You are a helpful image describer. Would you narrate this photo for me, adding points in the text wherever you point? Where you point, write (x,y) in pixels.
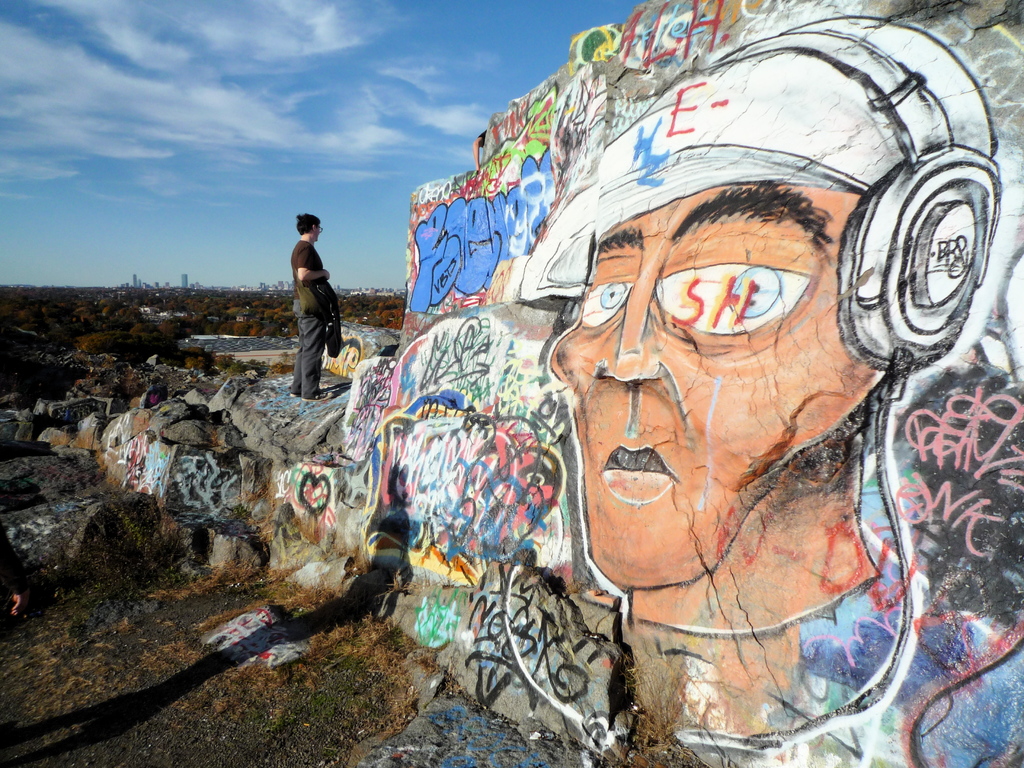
This is the man (308,279) standing on the rock (306,422). This looks like a painting (501,432) on the wall (941,525). These are the rocks (81,389). I can see the trees (185,309). In the background (275,284), these look like buildings (260,284). Here is the shadow (261,640) of a person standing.
